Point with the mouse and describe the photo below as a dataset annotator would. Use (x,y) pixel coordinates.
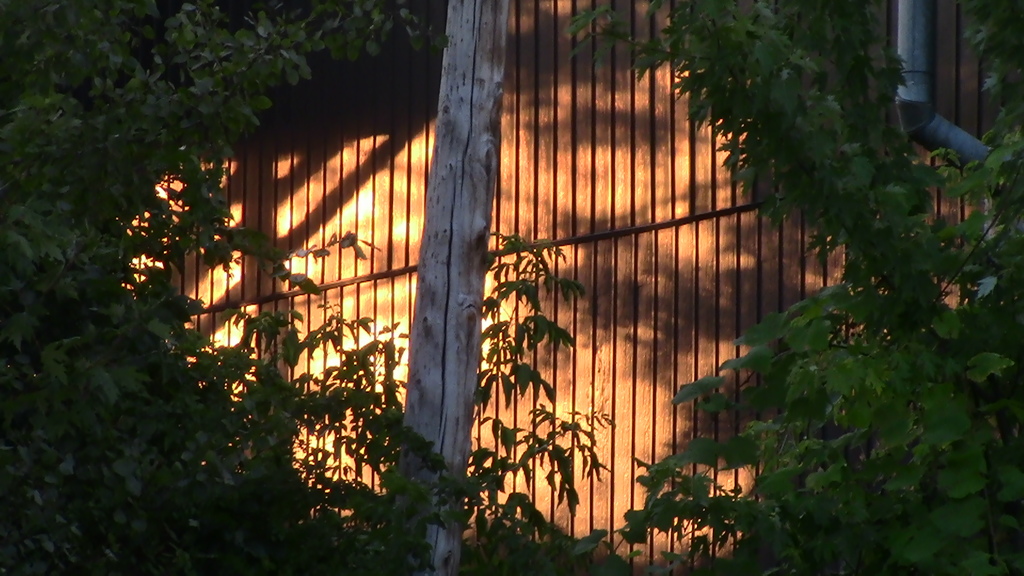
In this image, we can see some plants (774,146). There is a pole (466,263) in front of the wooden wall (367,233). There is pipe (919,98) in the top right of the image (933,115).
